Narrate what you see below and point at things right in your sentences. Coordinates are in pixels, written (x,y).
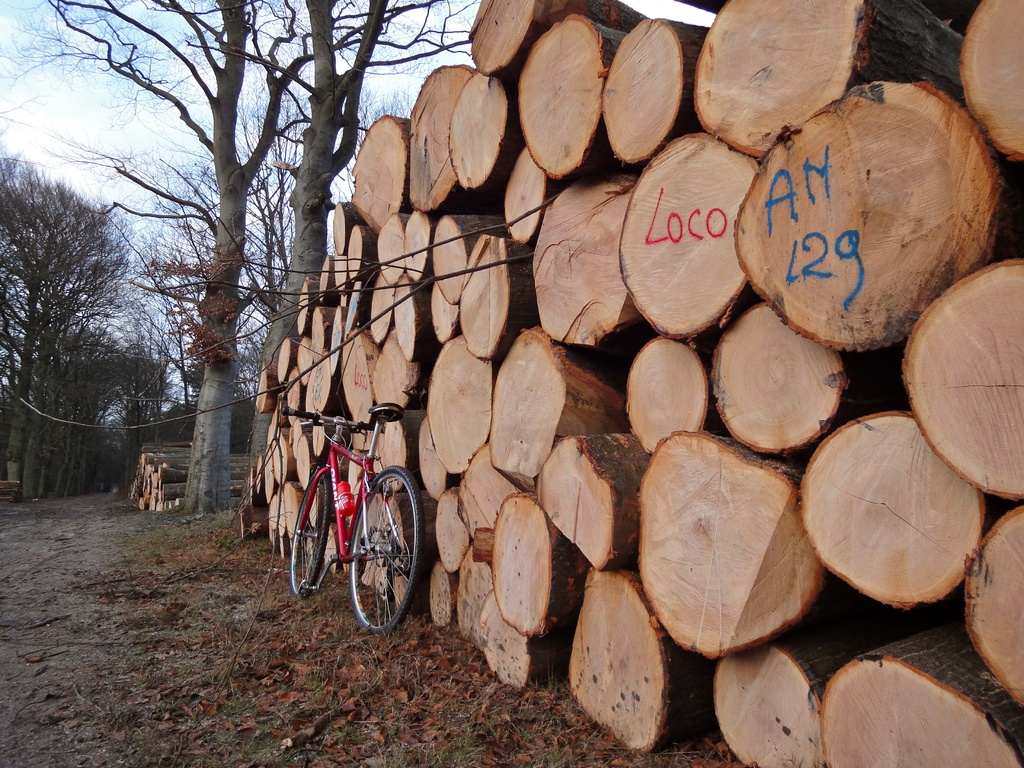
In the center of the image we can see a bicycle (371,592). On the right (698,396) there are wooden logs (644,301). In the background (285,283) there are trees (91,237) and sky (85,119).
